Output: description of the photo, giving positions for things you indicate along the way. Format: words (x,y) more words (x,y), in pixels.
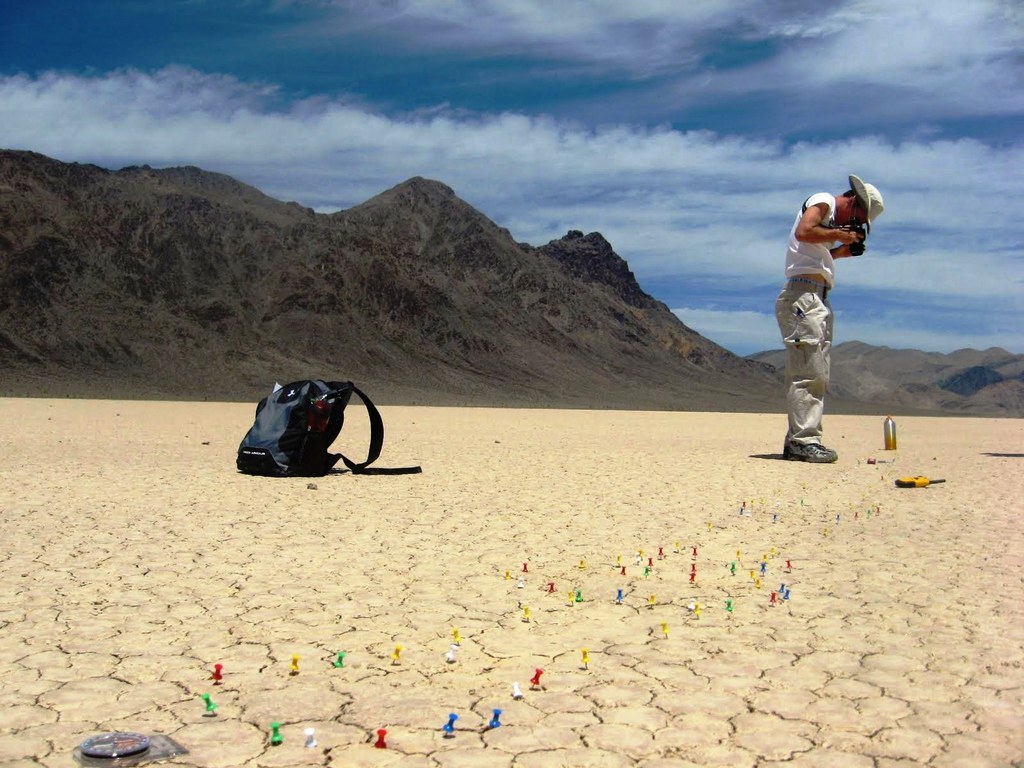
In this image I can see the person (846,249) standing and holding some object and I can also see the bag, bottle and few objects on the ground (544,554). In the background (439,237) I can see the mountains (593,275) and the sky (451,87) is in blue and white color.
